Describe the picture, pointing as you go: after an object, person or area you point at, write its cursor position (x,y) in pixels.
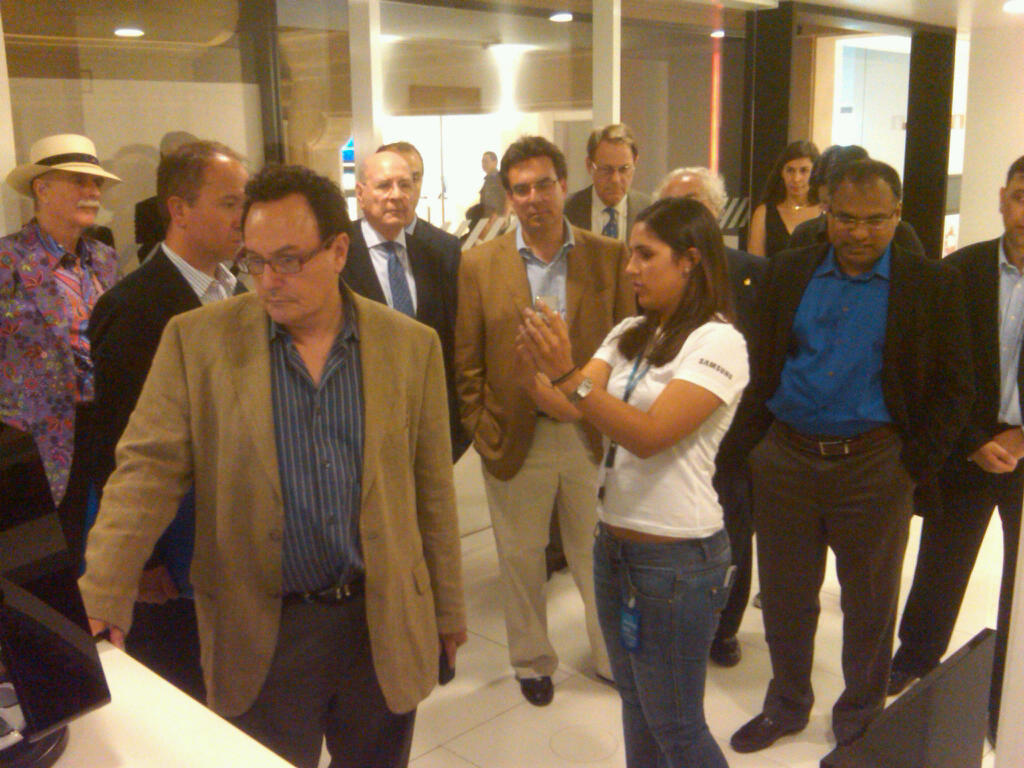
In the image in the center (425,266) we can see group of people (561,435) were standing. In front of them, there is a table (89,741). On table (239,738), we can see monitor (5,520). On the left side (24,337) we can see one person (57,264) wearing hat (93,154). In the background (328,92) there is a building (75,19), wall (52,85), lights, pillars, glass door (172,109) and one person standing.
